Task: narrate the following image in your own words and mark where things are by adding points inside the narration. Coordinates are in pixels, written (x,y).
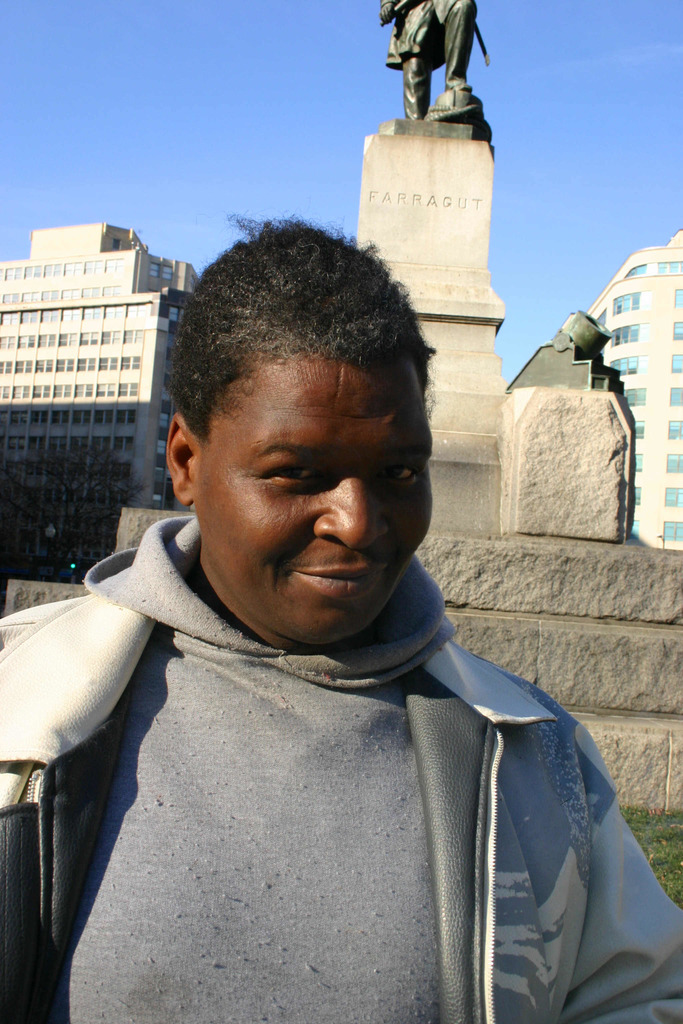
In this image there is a man (297,913) standing. He is smiling. Behind him there are sculptures (424,61) on the pillars (506,479). In the background (635,315) there are buildings (125,302). At the top (236,93) there is the sky (620,116). There is text (450,204) on the pillar (441,184).
